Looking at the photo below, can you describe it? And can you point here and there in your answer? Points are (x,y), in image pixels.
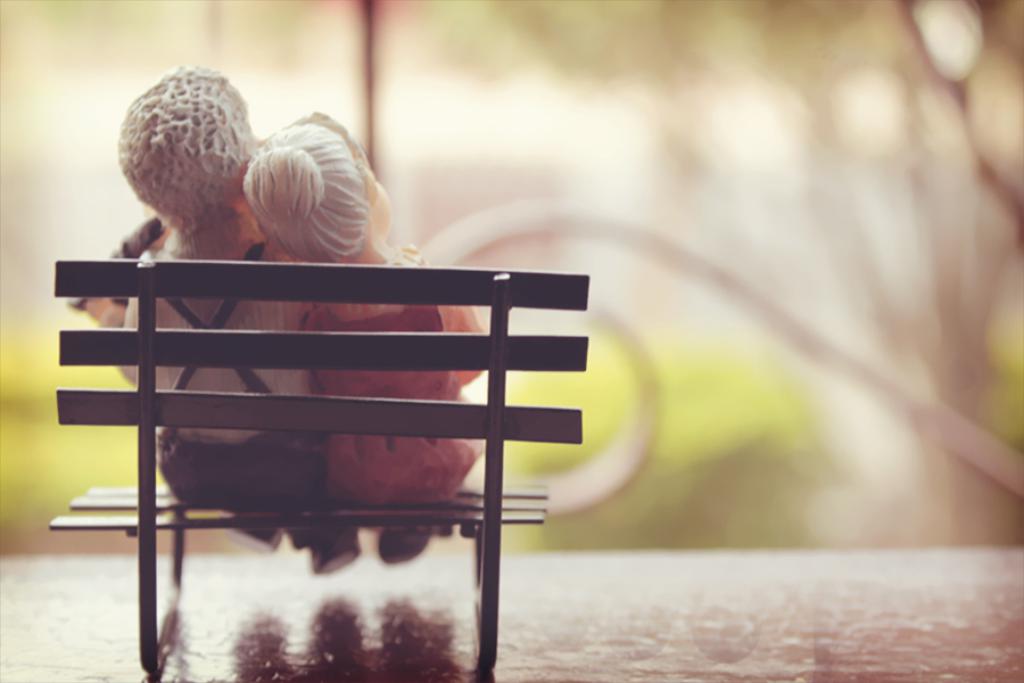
In the image there are two dolls (248,230) on a bench (182,268) over a table (513,562), in the back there is railing (663,263).
